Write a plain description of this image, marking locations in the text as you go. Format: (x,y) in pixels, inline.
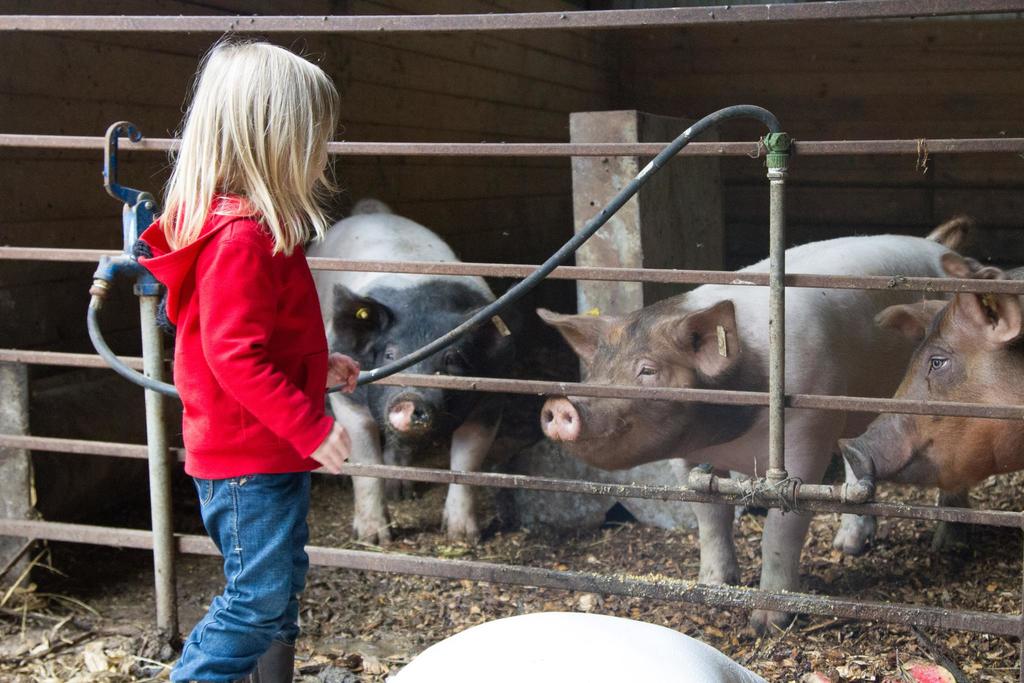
In this picture we can see a girl (219,312) in the red color jacket (243,332). In front of the girl (221,314), it looks like a shed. In the shed (657,195) there are three pigs (587,350) and an object (617,252). In front of the pigs (399,334) there are iron grilles (569,154).
